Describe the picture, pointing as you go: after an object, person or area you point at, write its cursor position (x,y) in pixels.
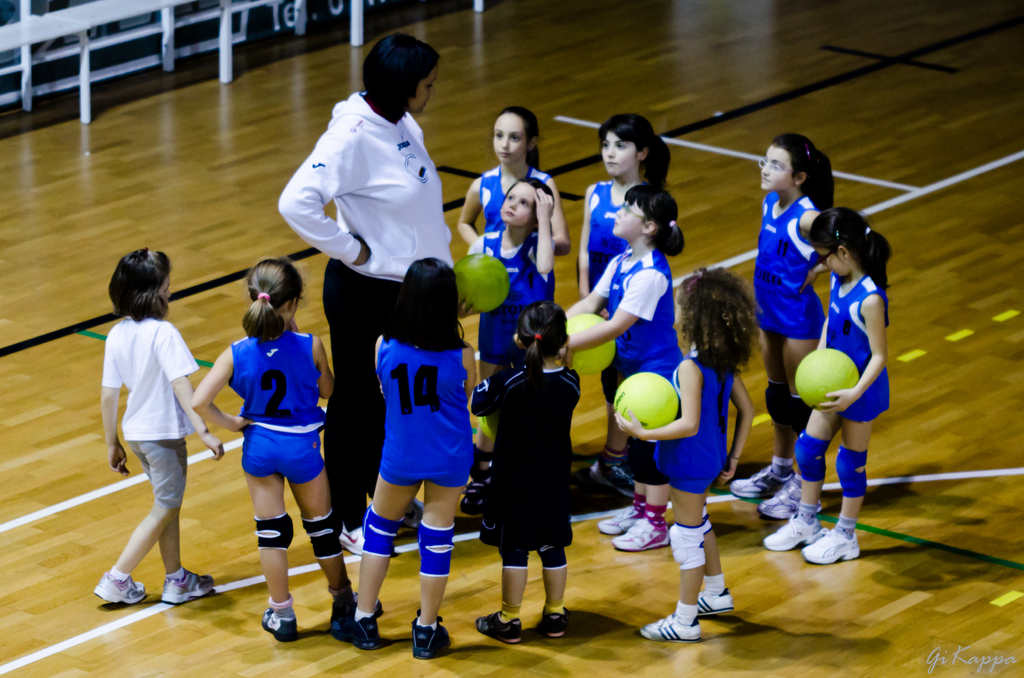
In the picture we can see some girls (420,458) are standing on the play floor (967,567) and they are in blue color sports wear (765,268) and holding green color balls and we can see one woman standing with them and she is with the white color dress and behind them we can see a railing (22,56) which is white in color.
